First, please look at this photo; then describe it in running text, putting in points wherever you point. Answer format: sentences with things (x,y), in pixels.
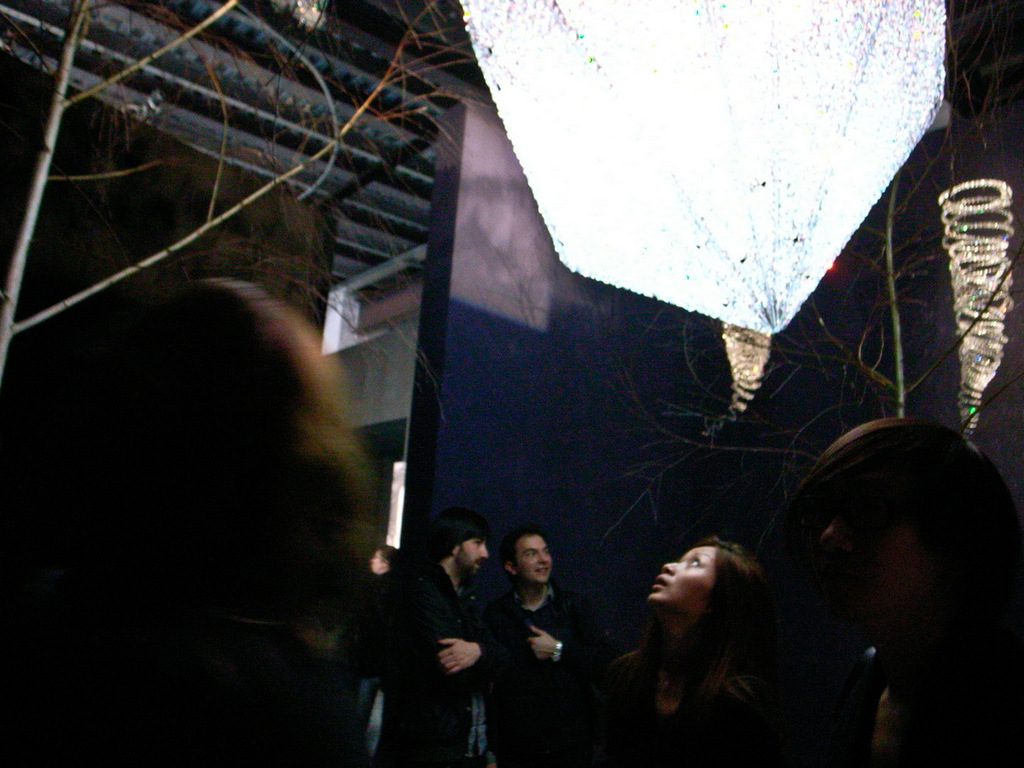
In the picture we can see a few people (883,562) are standing and looking up and behind them, we can see the part of the house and a part of the sky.
